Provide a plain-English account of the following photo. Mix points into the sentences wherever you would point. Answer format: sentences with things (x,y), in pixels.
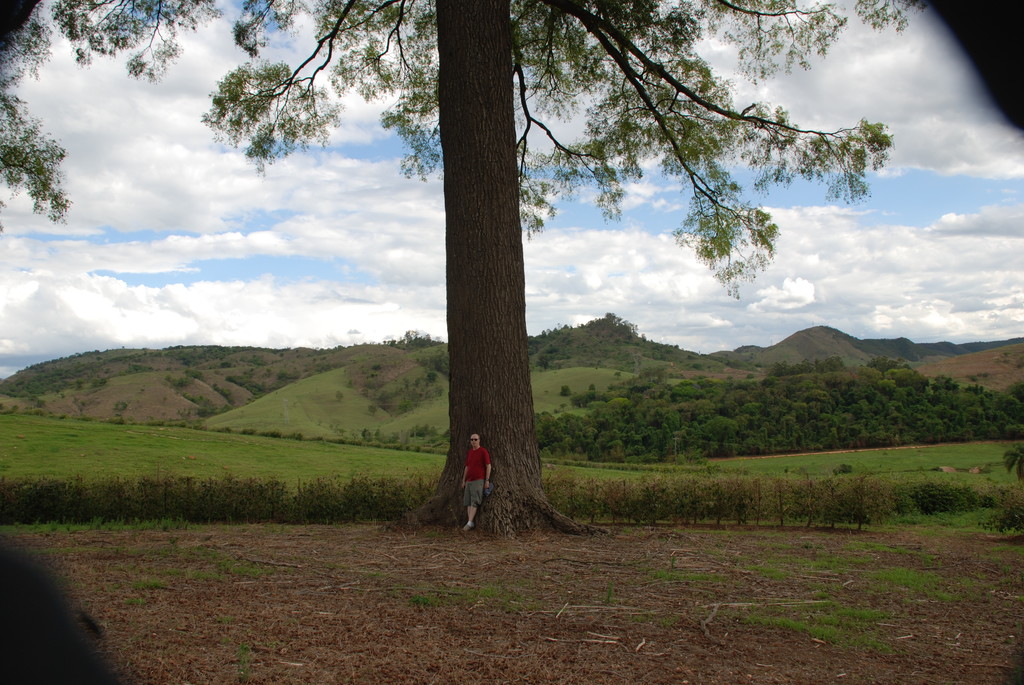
In this image we can see a person (480,455), there are trees (517,512), plants (321,483), grass (431,404), mountains (661,363), also we can see the cloudy sky (325,237).
